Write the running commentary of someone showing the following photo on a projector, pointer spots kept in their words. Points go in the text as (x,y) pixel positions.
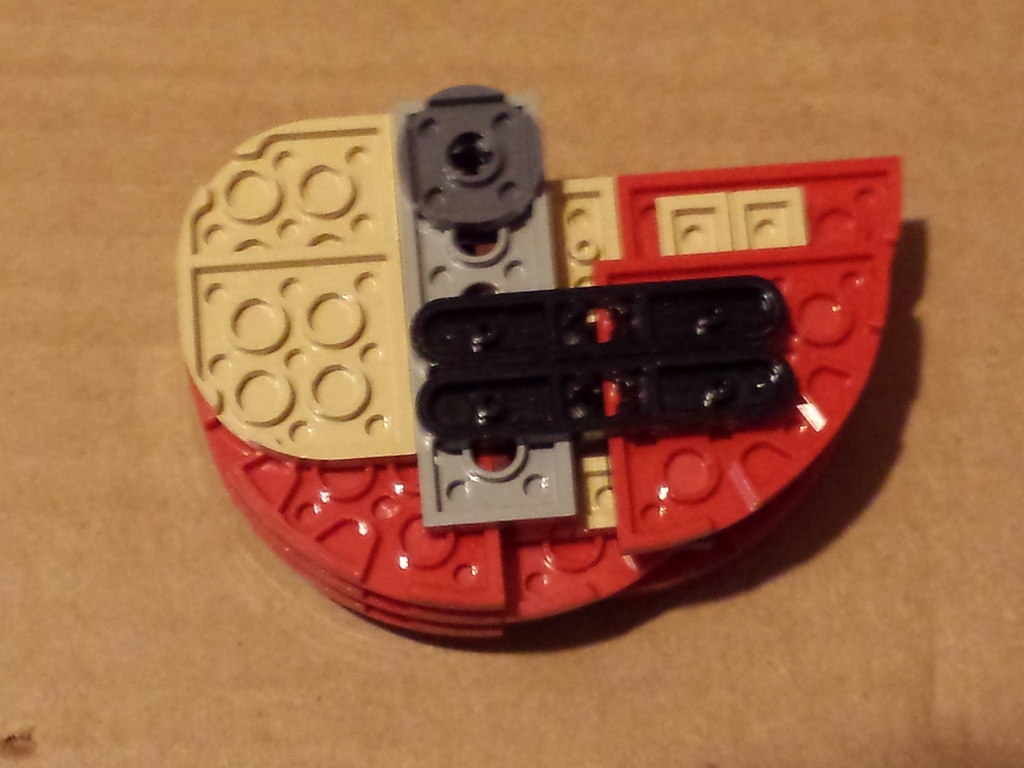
In the picture there is a floor (600,173), on the floor (600,173) there is a toy (376,346) present.
